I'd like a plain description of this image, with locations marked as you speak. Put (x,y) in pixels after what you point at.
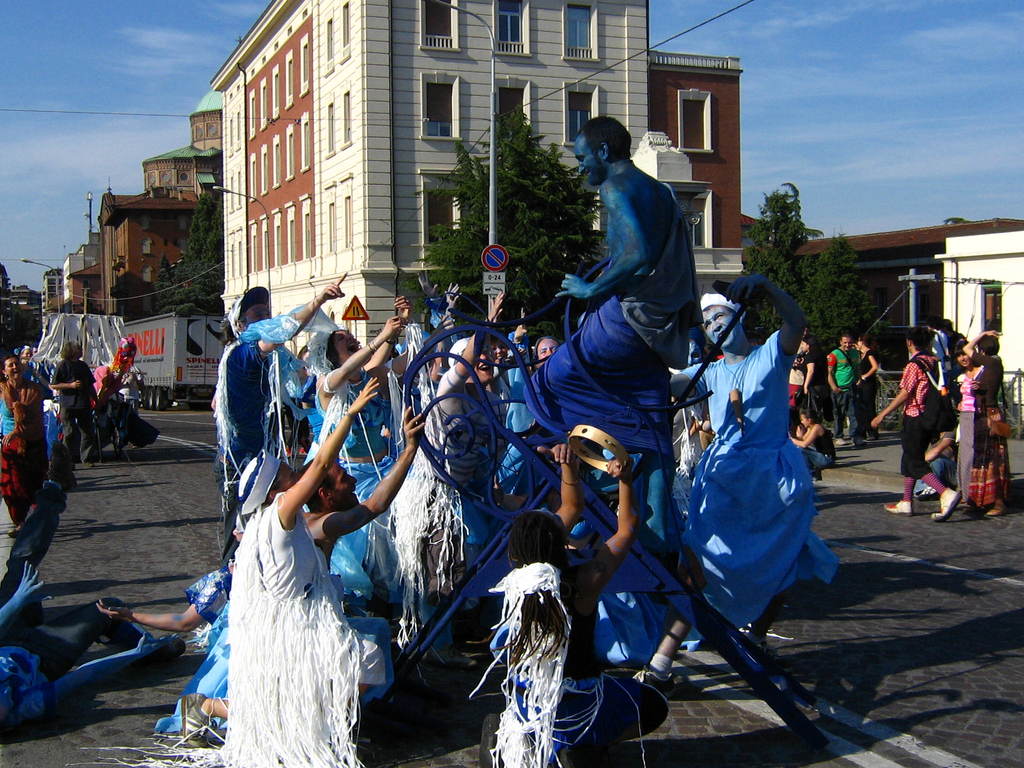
In this image there is a blue colour ladder (595,518) in the middle (611,264) on which there is a man (626,269). There are few people (373,458) who are wearing the blue colour costume (737,452) are surrounding the man (564,397). In the background (316,204) there are buildings (347,126). On the road (112,496) there are few vehicles (165,339) and few people (85,372) are walking on the road (154,514). On the footpath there are electric poles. At the top (895,95) there is the sky (916,52). Beside the building (102,256) there are trees (822,302).
